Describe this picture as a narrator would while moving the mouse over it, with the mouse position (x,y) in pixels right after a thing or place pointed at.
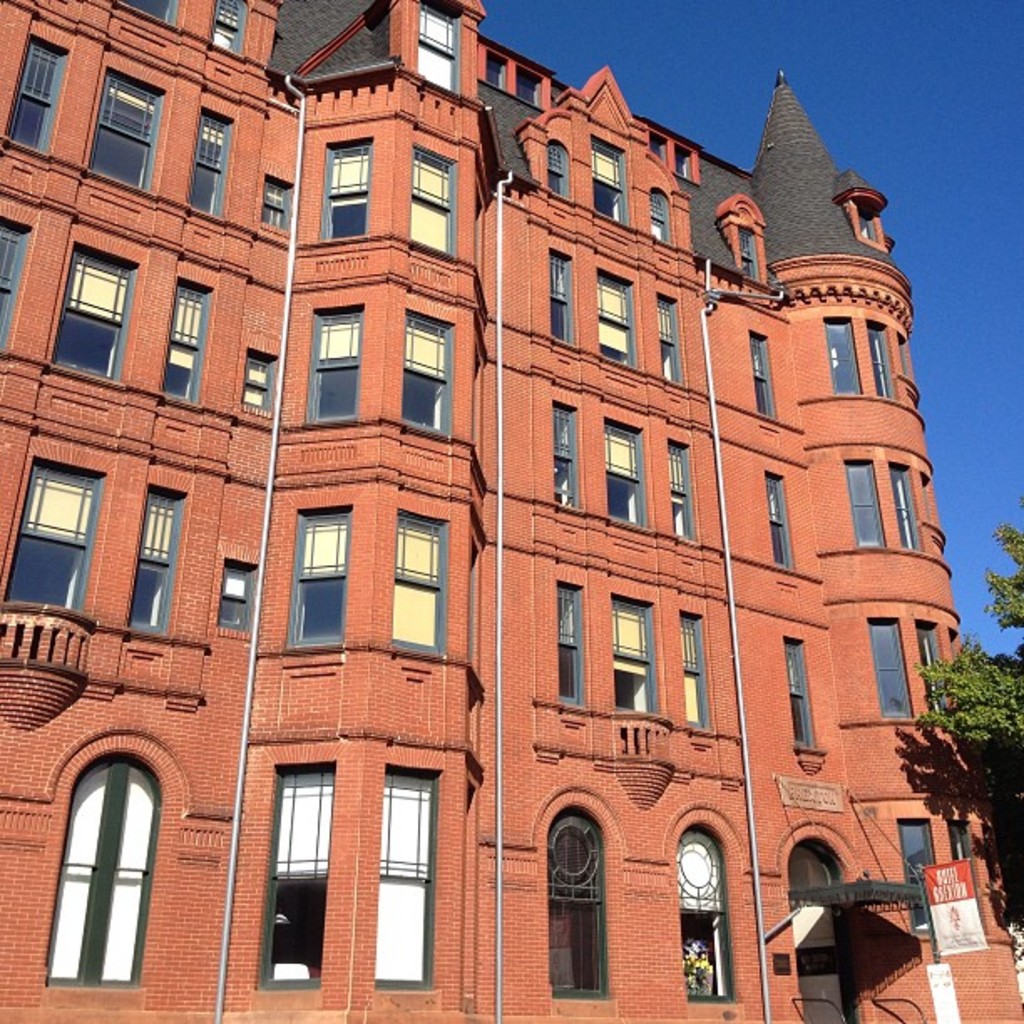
In this picture we can see a building (770,827) with windows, pipes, tree (1012,673), poster (960,895) and some objects (782,955) and in the background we can see the sky (940,125).
